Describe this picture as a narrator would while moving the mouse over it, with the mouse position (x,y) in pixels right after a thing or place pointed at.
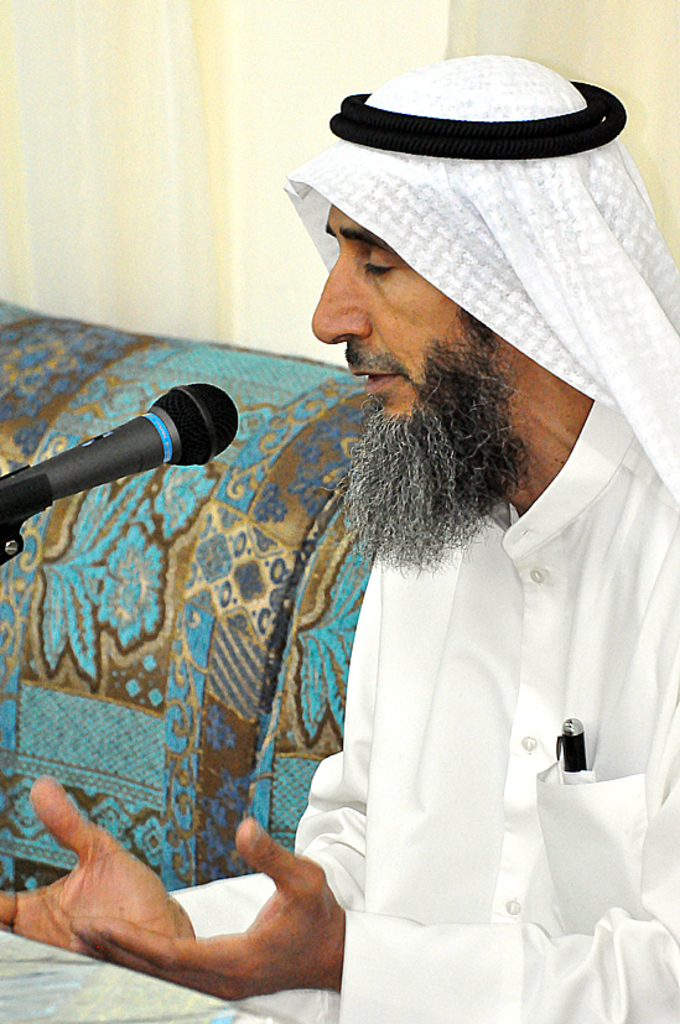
There is a man (371,725) sitting, in front of this man (412,598) we can see microphone (38,472) and we can see sofa (263,553). On the background (217,296) we can see curtain (514,26).
